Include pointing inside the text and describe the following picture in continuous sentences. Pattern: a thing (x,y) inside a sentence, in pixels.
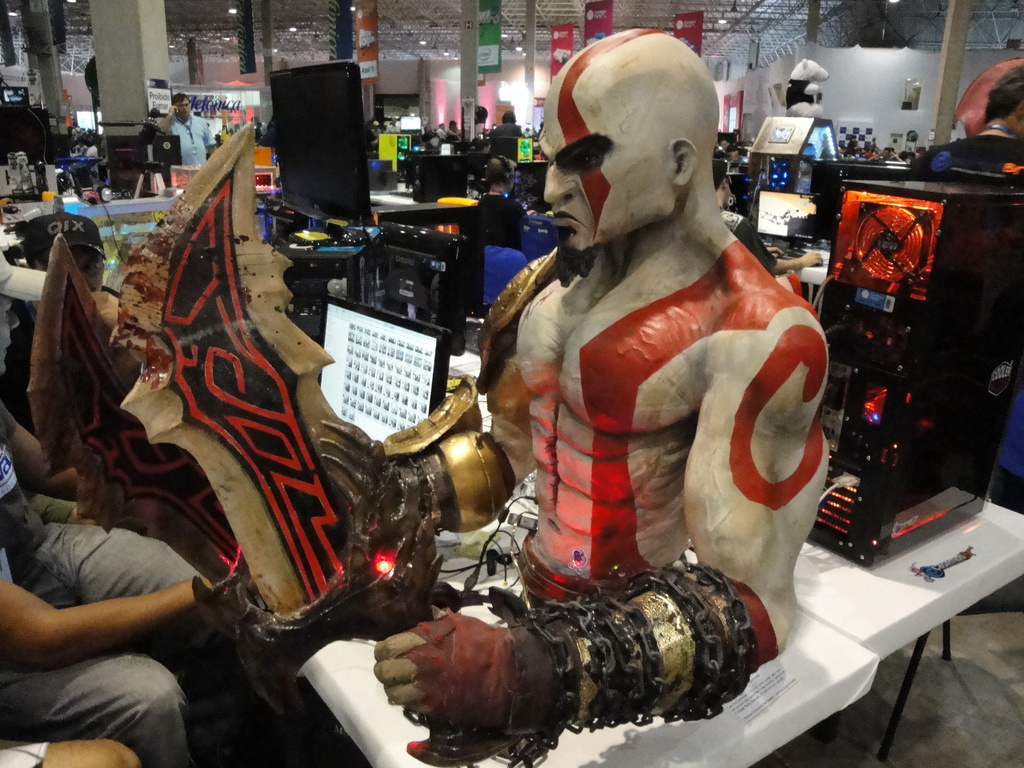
In this image there is a toy of a person (610,409) holding a knife (324,496), and there are group of people (42,239) sitting on the chairs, there are monitors (406,410) and some other items (848,406) on the tables (429,197), there are group of people (1012,145) standing, and in the background (367,4) there is a toy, lights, boards (346,12).
